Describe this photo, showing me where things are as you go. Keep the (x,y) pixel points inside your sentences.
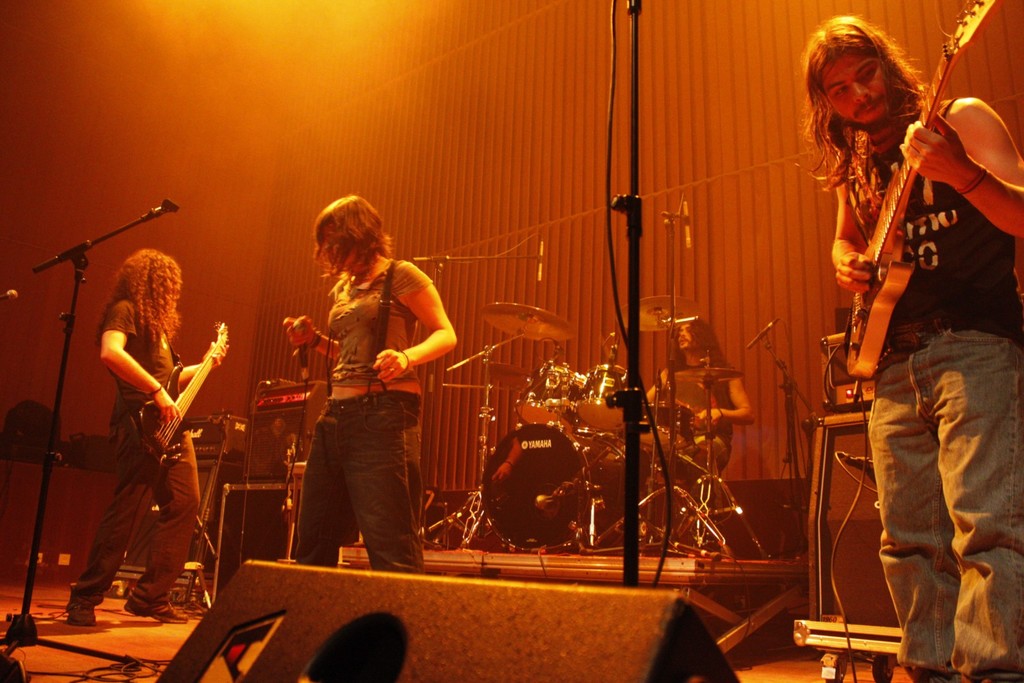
In the center of the image (346,245) we can see woman (341,238) holding a mic (306,360) and standing on the dais (72,626). On the right side of the image (918,524) there is a mic stand (632,437) and person (922,478) holding a guitar (890,291). On the left side of the image (12,624) there is a mic stand (49,447) and person (125,323) holding a guitar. In the background (199,456) there is musical equipment (231,431) and person (736,412) sitting at the musical instrument (540,441).
